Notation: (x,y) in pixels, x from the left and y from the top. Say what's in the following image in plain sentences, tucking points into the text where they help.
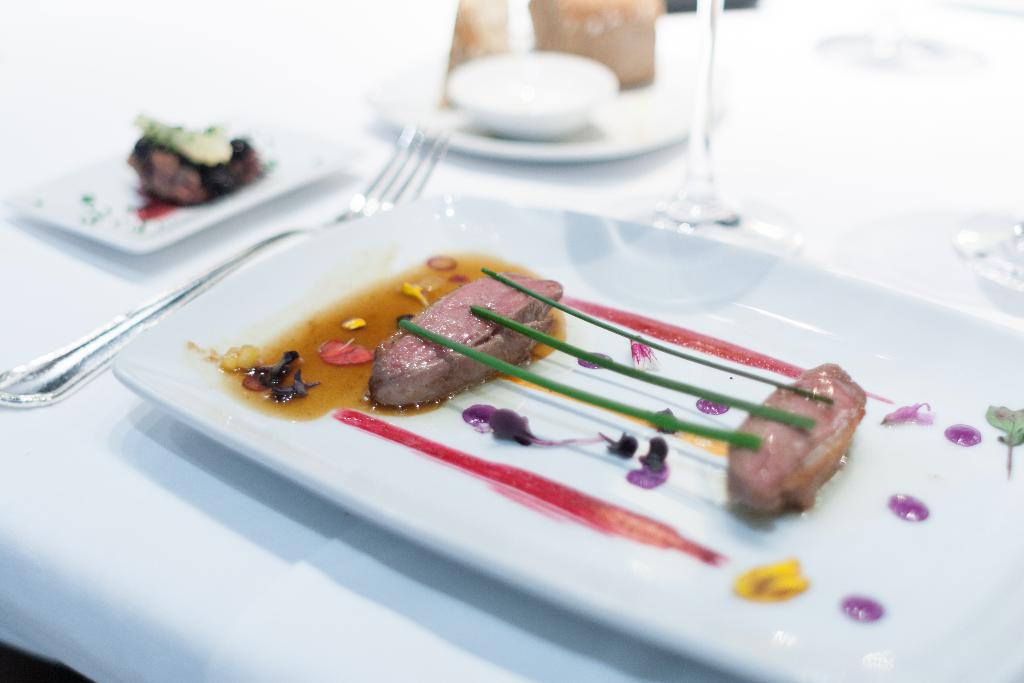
This image consists of a food (900,515) kept on the plates (885,556). The plates (840,550) are kept on the table (97,539), which is covered with a white color. On the left (57,353), there is a fork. In the background (728,199), we can see a wine glass (696,138).
